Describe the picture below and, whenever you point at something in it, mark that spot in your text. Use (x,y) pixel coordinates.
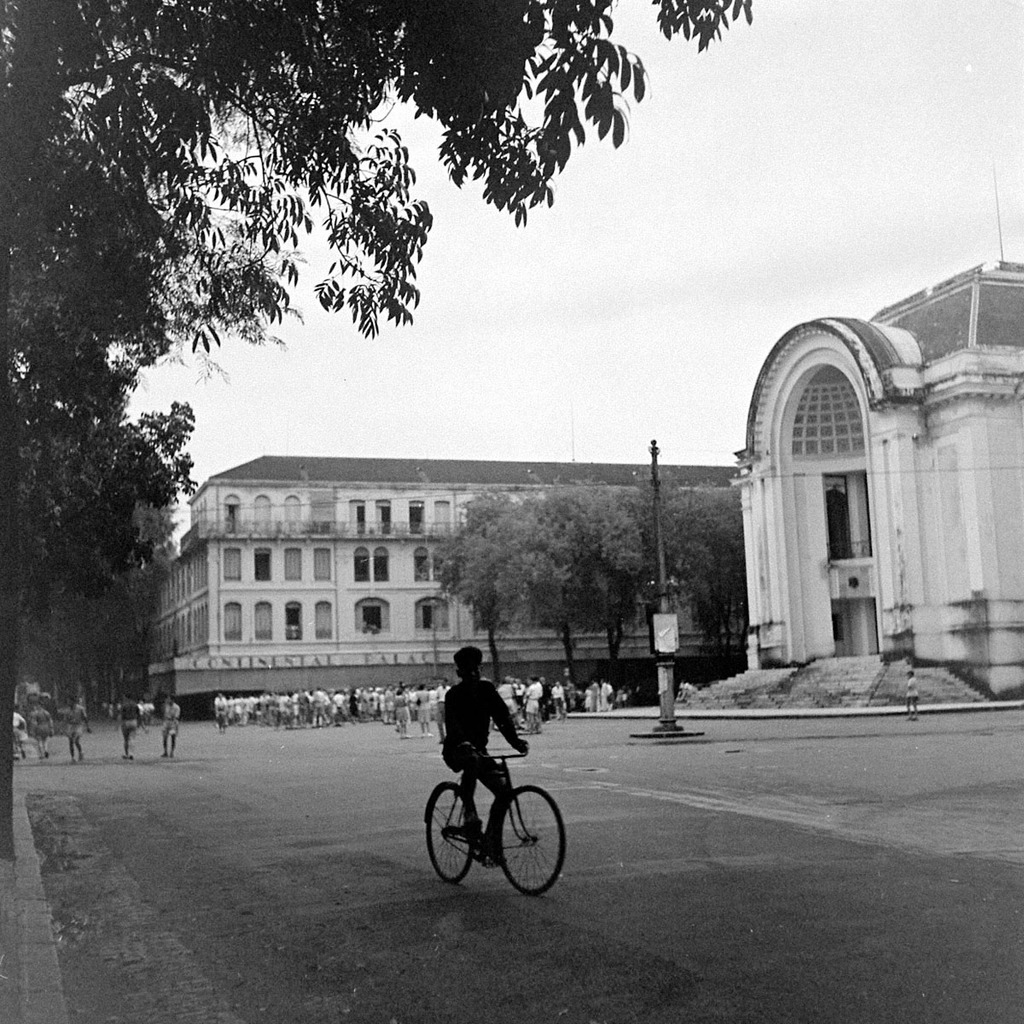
In this picture there is a person (462,765) riding bicycle (527,855) on the road (706,1021). At the back (199,664) there are group of people (560,696) and there is a building (637,476) and there are trees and there is a pole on the footpath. At the top (635,247) there is sky (638,210). At the bottom (308,946) there is a road (364,908).
